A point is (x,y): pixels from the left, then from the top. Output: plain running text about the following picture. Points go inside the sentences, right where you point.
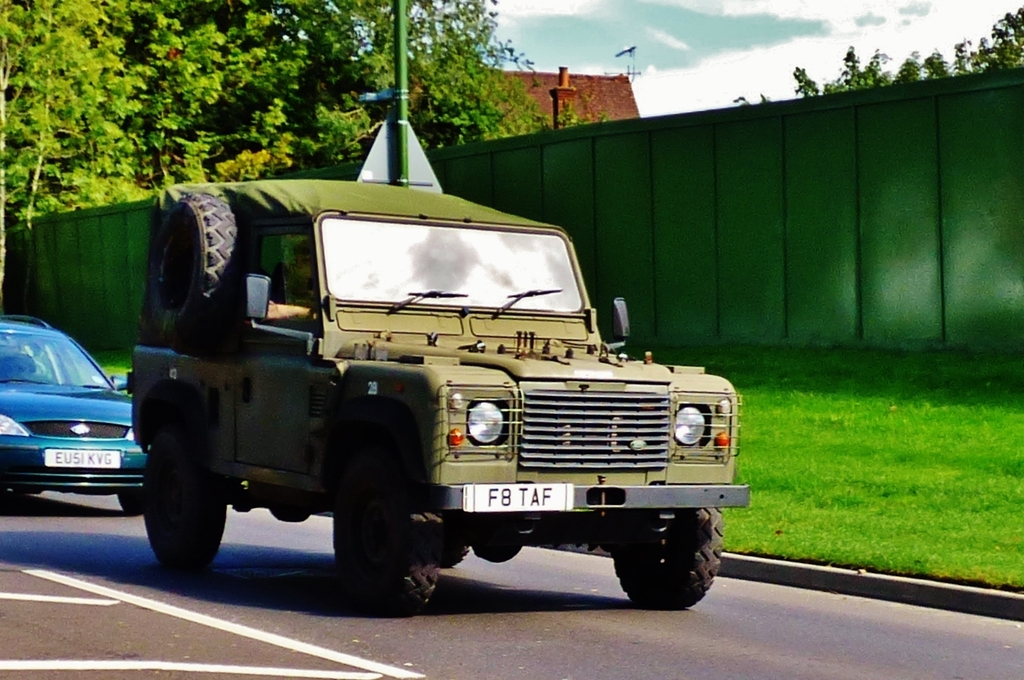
In the center of the image (444,370) we can see vehicles (63,459) on the road (594,647). There is a fence (678,272) and a pole (393,179). In the background (91,137) there are trees (461,113) and a shed (584,98). At the top (633,40) there is sky (704,64). At the bottom (888,554) there is grass (880,544).
